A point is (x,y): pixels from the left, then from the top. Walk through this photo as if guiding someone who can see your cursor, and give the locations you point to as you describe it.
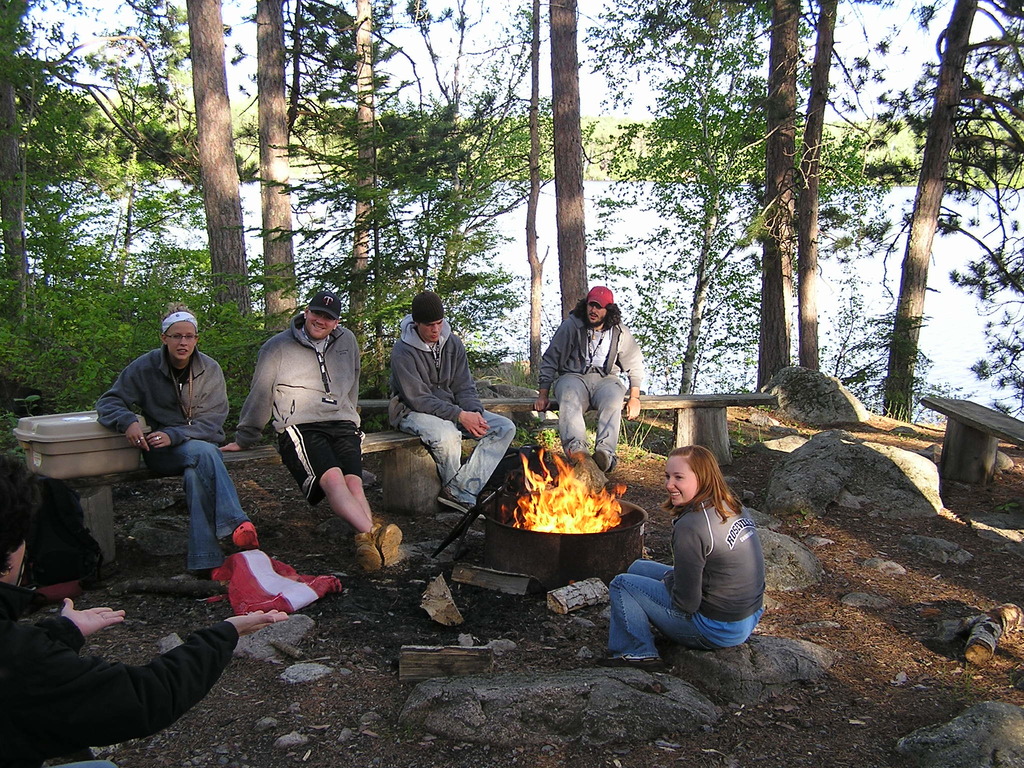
In the center of the image (564,419) we can see a few people (145,446) are sitting and few people (330,454) are wearing caps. And we can see one suitcase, backpack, cloth (261,577), fire (529,517), wood (597,585), black color object (529,536) and a few other objects (425,490). And we can see a few people (396,542) are smiling. In the background (558,11) we can see the sky (451,4), trees (539,64), stones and a few other objects (717,425).
